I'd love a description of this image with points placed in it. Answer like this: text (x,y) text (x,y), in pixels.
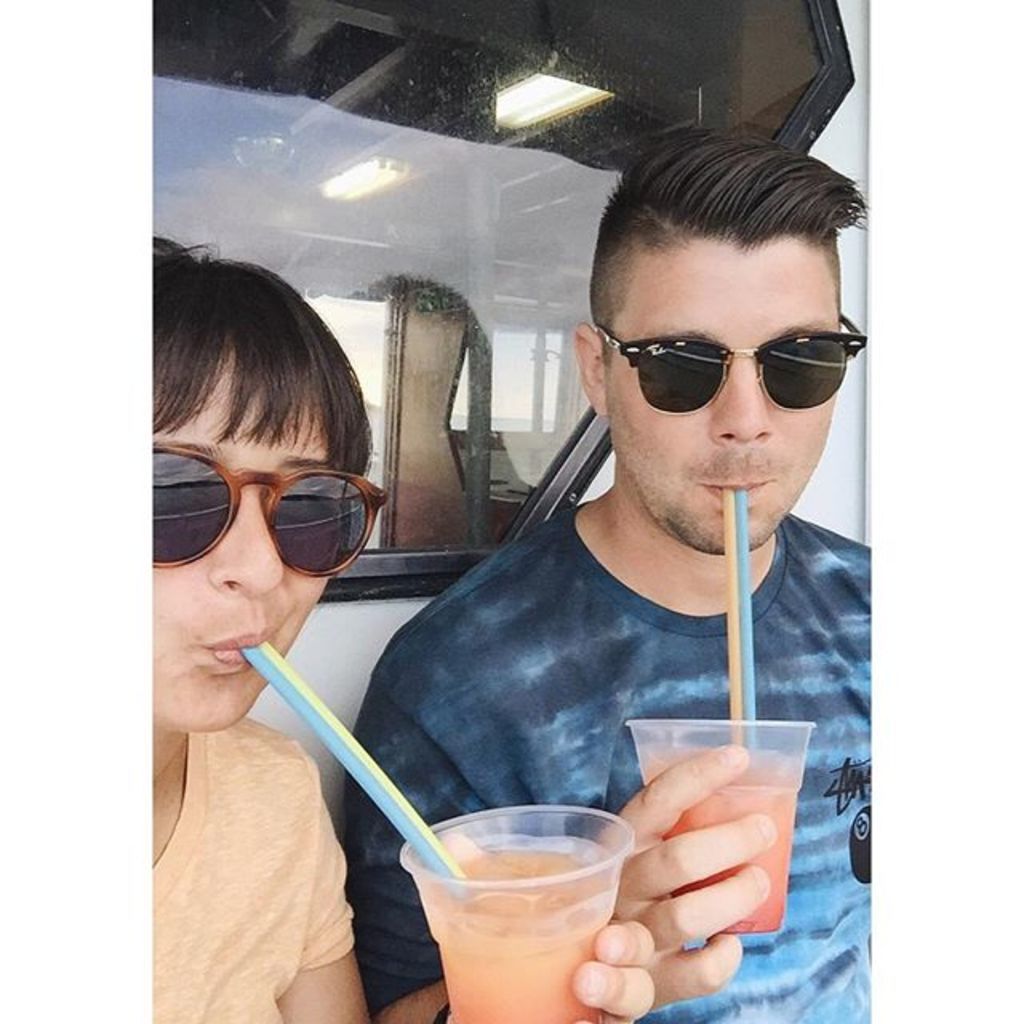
In this picture there are two persons (464,740) wearing goggles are holding a glass (587,944) of juice (568,940) in their hands (636,878) and drinking it and there is a glass (398,160) behind them.
